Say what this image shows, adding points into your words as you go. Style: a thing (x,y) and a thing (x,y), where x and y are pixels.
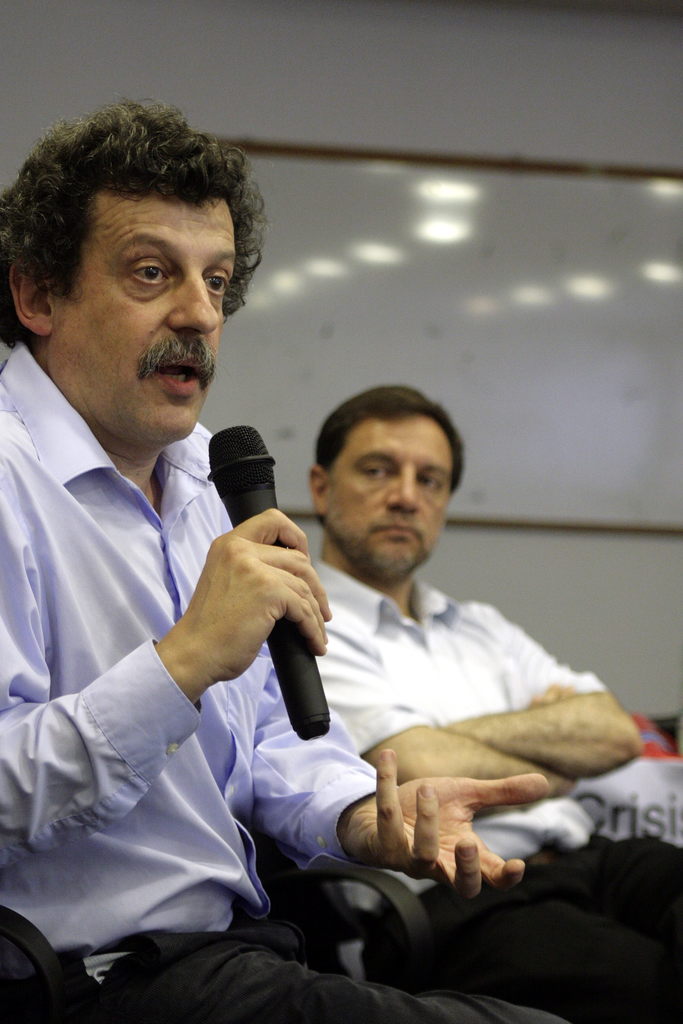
The person (115,600) in the left (134,610) is sitting and speaking in front of a mic (239,450) and there is another person (476,676) sitting beside him and the background (420,100) is white in color.
